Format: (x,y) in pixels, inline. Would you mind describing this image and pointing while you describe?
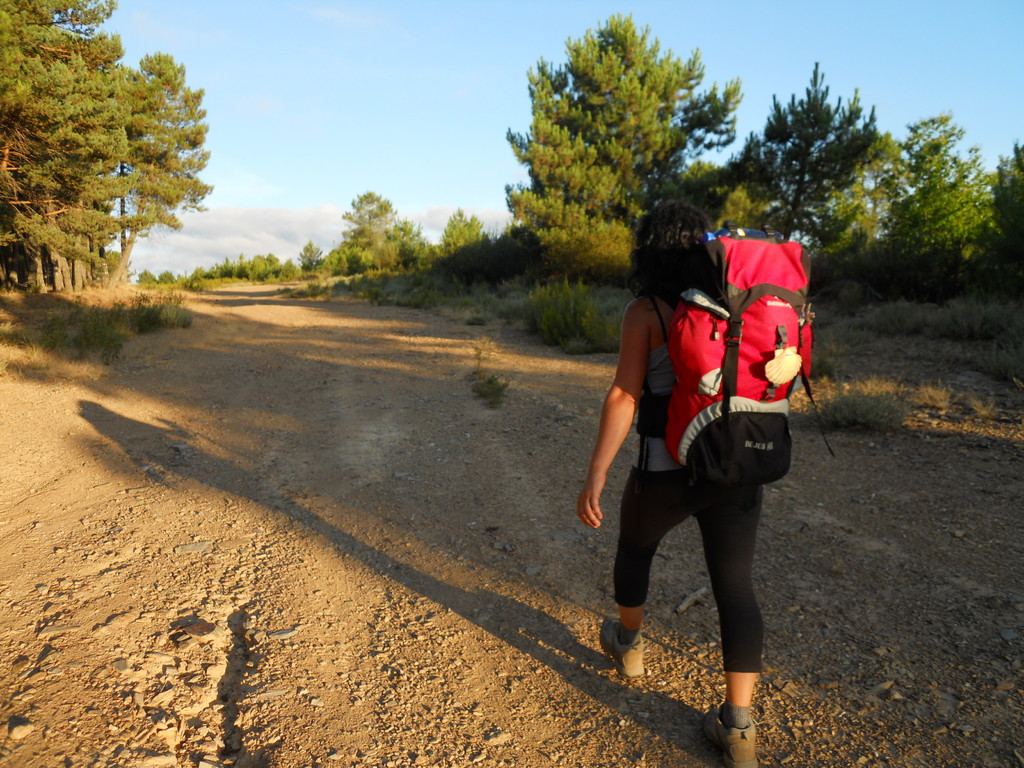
In this image, I can see a person (722,601) walking on a pathway (683,539) with a bag (698,390). In front of the person (659,444), there are trees (106,266) and plants (69,306). In the background (257,58) there is the sky (424,15).
